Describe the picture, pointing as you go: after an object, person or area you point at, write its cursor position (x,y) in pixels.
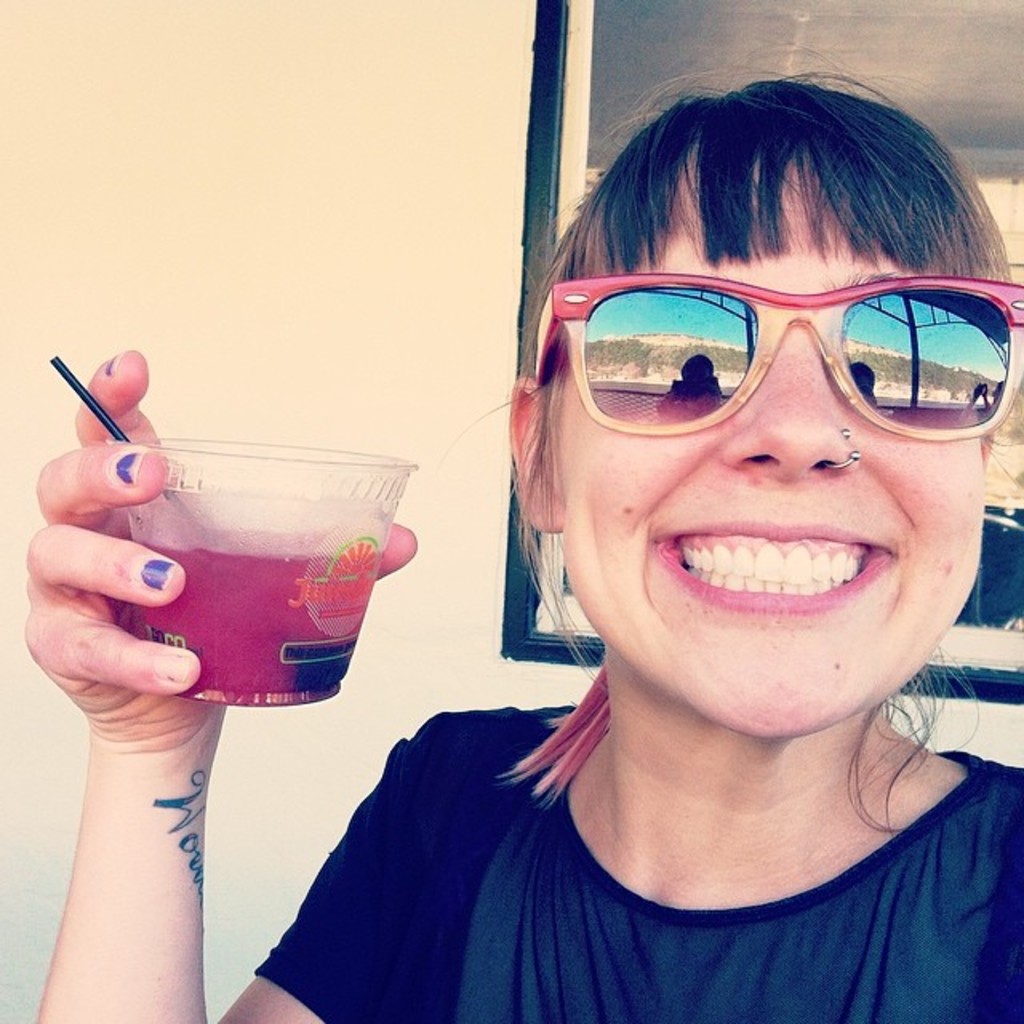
In the picture I can see a woman (781,577) is holding an object (285,646) in the hand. The woman (796,645) is wearing dark color clothes (579,903) and shades (642,415). In the background (453,504) I can see a photo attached the wall (433,198).
